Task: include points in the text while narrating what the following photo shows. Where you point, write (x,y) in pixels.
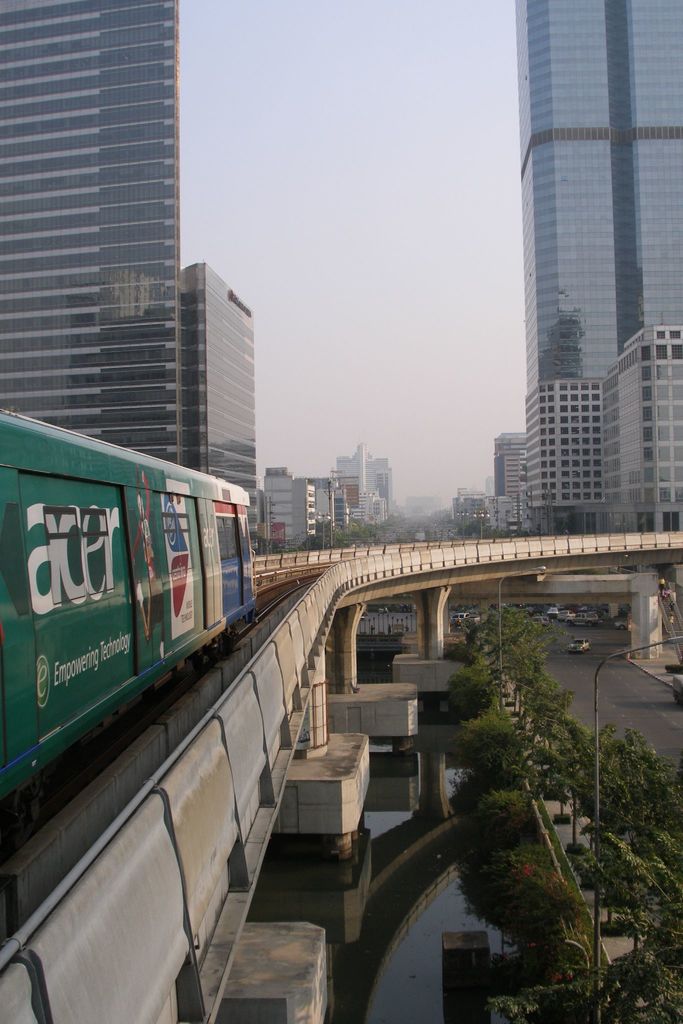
This image is taken outdoors. At the top of the image (361,185) there is a sky (364,184). At the bottom of the image (572,979) there are a few trees (514,882) on the sidewalk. On the left side of the image (132,722) there is a bridge (245,643) with pillars (305,785) and a track (280,582). A train (181,634) is moving on the track (266,587). On the right side of the image (551,621) a few vehicles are moving on the road (607,670) and there is a street light (623,652). In the background (118,350) there are a few buildings (193,386) and skyscrapers (558,416).
